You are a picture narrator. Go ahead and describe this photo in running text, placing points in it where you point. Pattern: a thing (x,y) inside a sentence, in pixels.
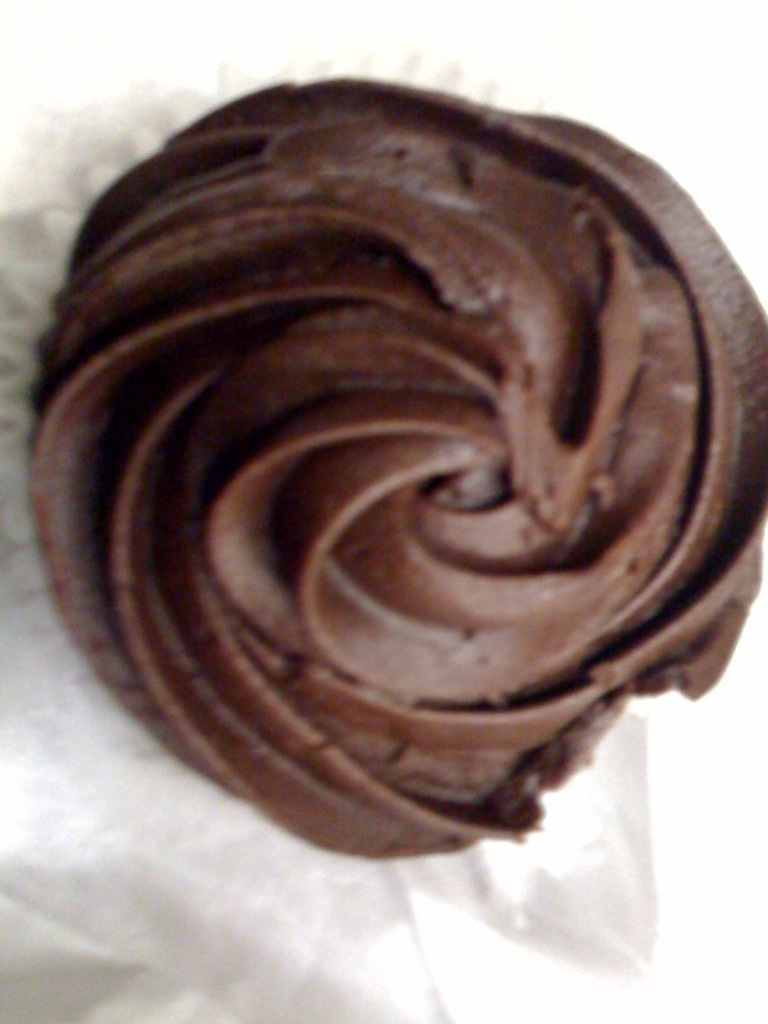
In this image, we can see a dessert (300,454).
